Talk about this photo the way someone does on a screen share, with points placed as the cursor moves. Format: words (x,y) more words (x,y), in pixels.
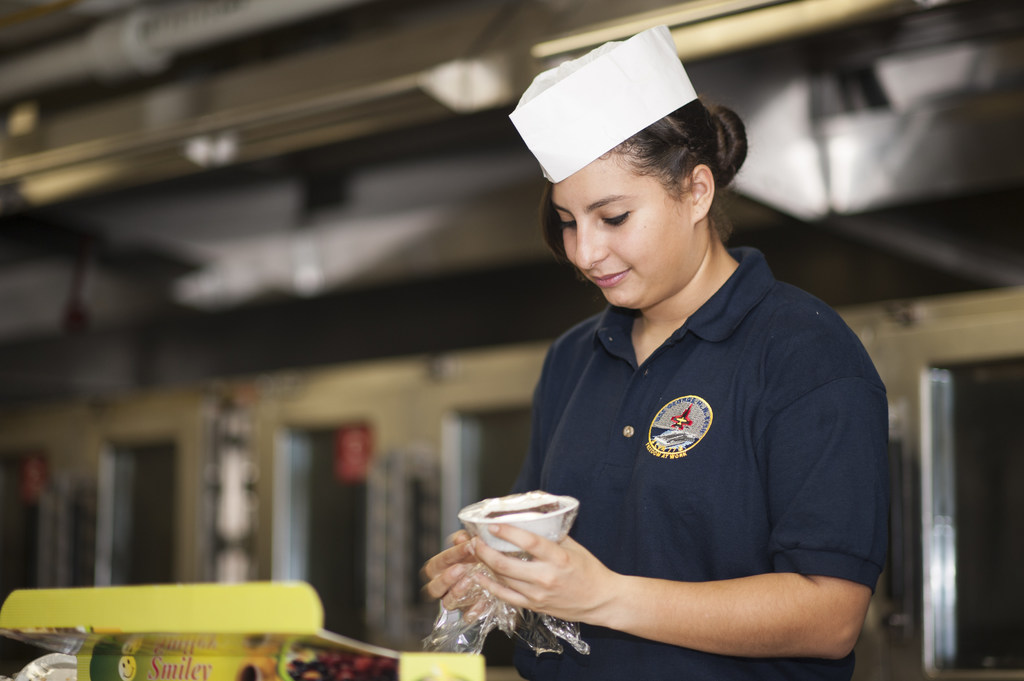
In this image there is a person (607,493) holding the cup (472,523). In front of her there are a few objects (293,644). Behind her there are doors (924,501). On top of the image (818,13) there are lights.
